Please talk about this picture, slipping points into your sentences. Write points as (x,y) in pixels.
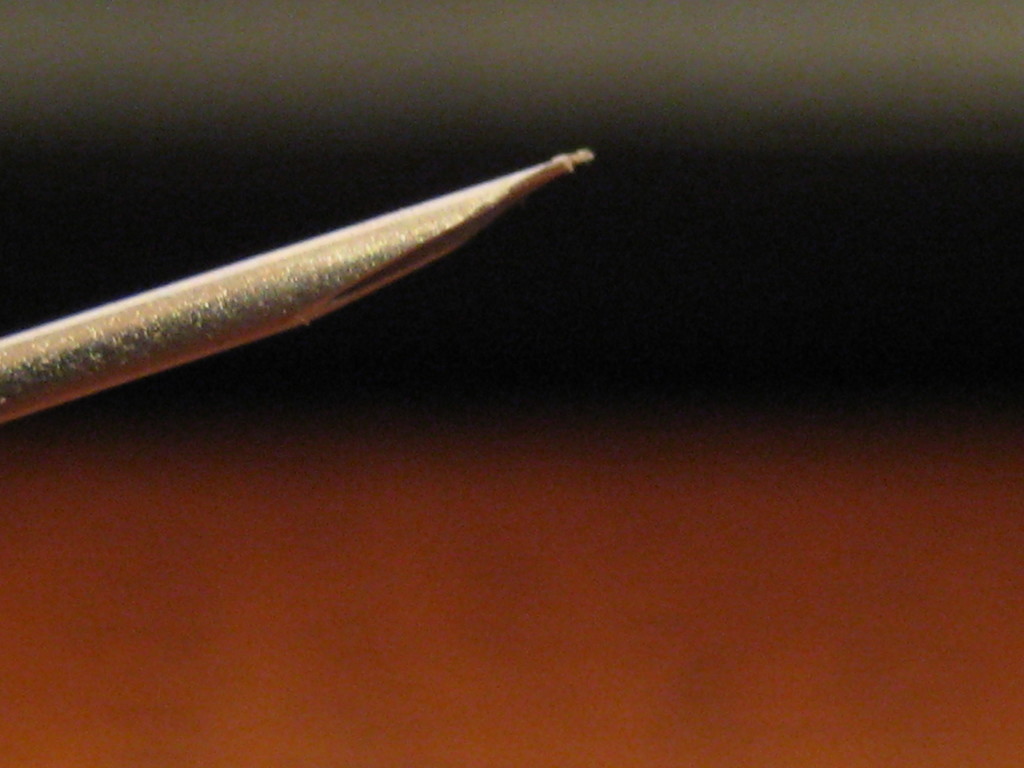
In this image I can see an object (51,398) in the front (5,347) and it looks like a needle (390,219). I can also see tricolor background (632,138).
